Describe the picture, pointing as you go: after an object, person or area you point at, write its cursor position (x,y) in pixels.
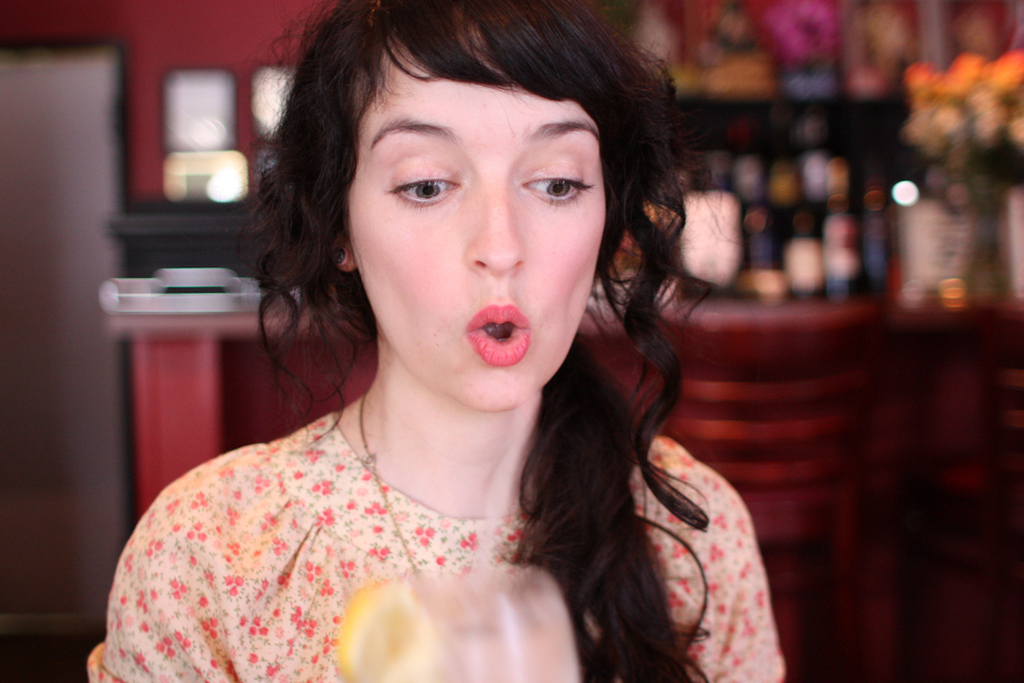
In this picture we can see a woman (443,402) and we can find blurry background (764,131).
